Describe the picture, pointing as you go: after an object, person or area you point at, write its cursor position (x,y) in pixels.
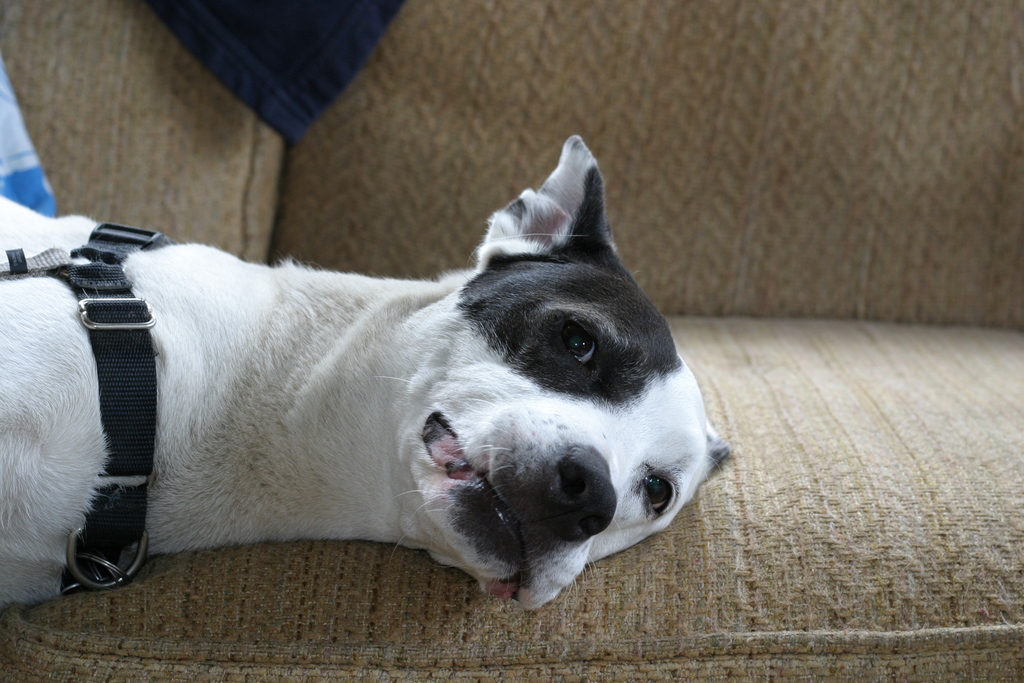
In this picture we can see a dog (306,453) laying here, we can see a sofa (698,353) in the background (800,365), there is a strap (115,364) on dog's neck (319,453), we can see a cloth (281,87) here.
